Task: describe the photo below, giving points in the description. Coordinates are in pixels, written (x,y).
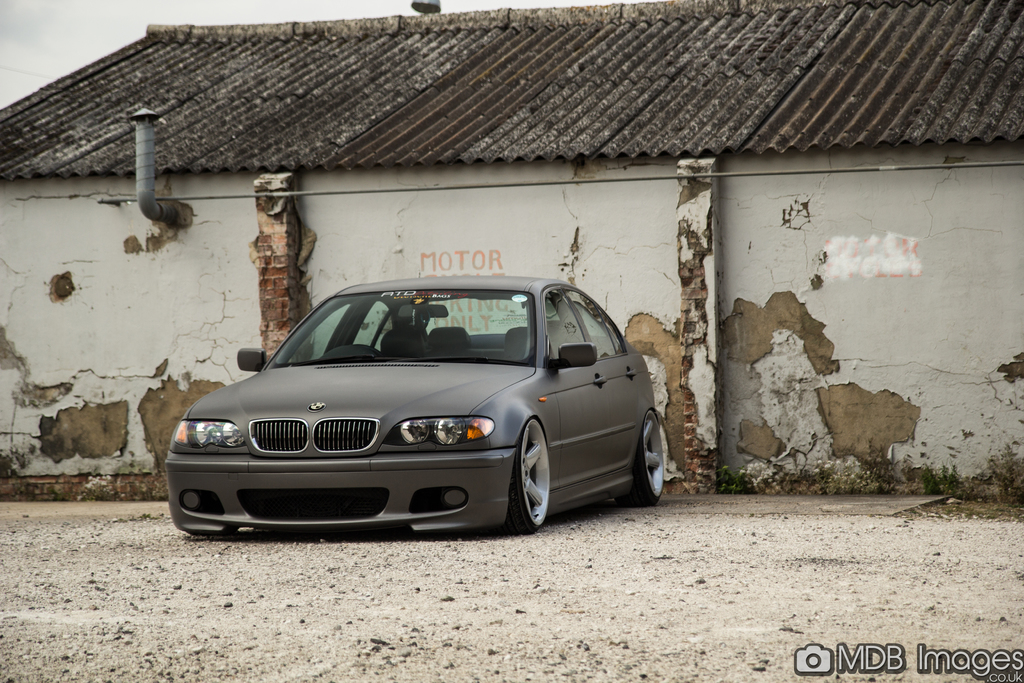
In this image we can see a car (450,468). In the background (408,92), we can see a shed (398,108). And we can see the sky (91,60). We can see a watermark (931,656) in the bottom right hand corner (908,653).
